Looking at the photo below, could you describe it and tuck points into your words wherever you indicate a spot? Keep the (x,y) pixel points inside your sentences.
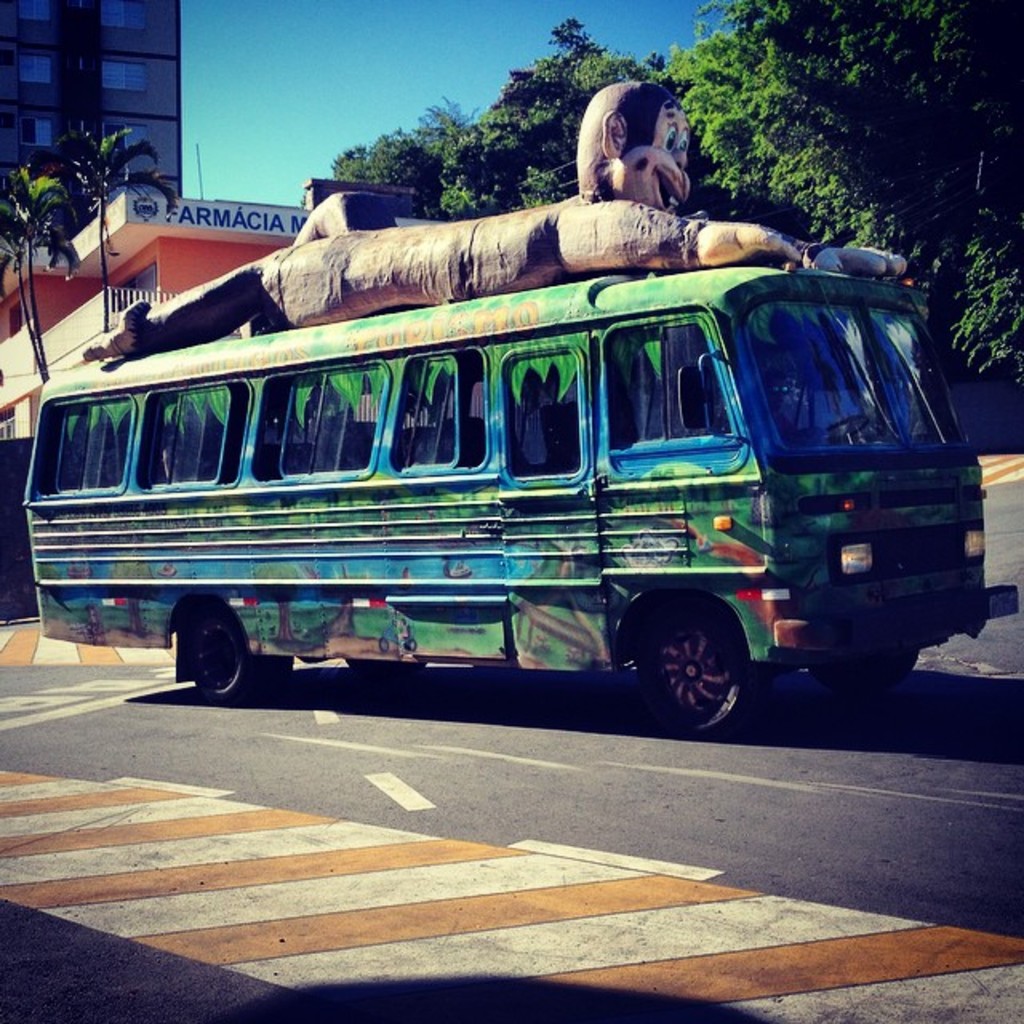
In this image there is a bus (296,482) on the road (20,954), behind the bus (419,565) there are trees (59,153) and buildings (268,231). On the building (163,272) there is a name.
